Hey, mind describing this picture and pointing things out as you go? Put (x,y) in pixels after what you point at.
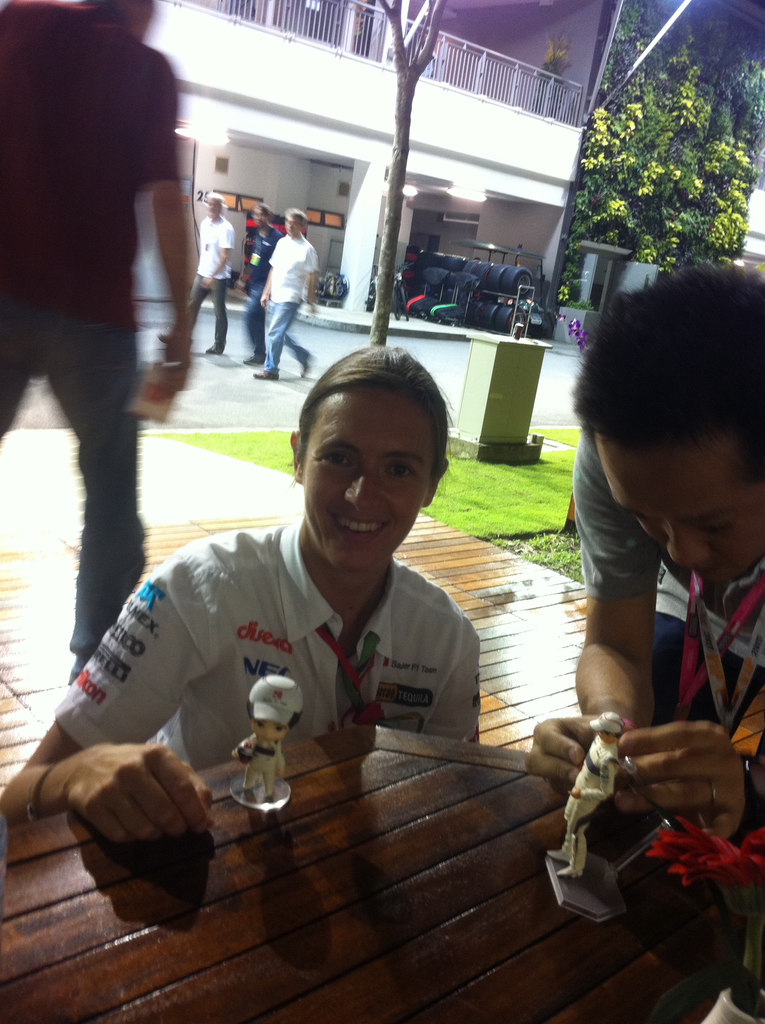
There are three people (376,514), in front of these two people (444,604) we can see toys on the table (353,904). In the background (260,300) we can see grass (499,484), trees (727,26), building (320,266), fence (518,86), tires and there are three people (296,292) walking.
